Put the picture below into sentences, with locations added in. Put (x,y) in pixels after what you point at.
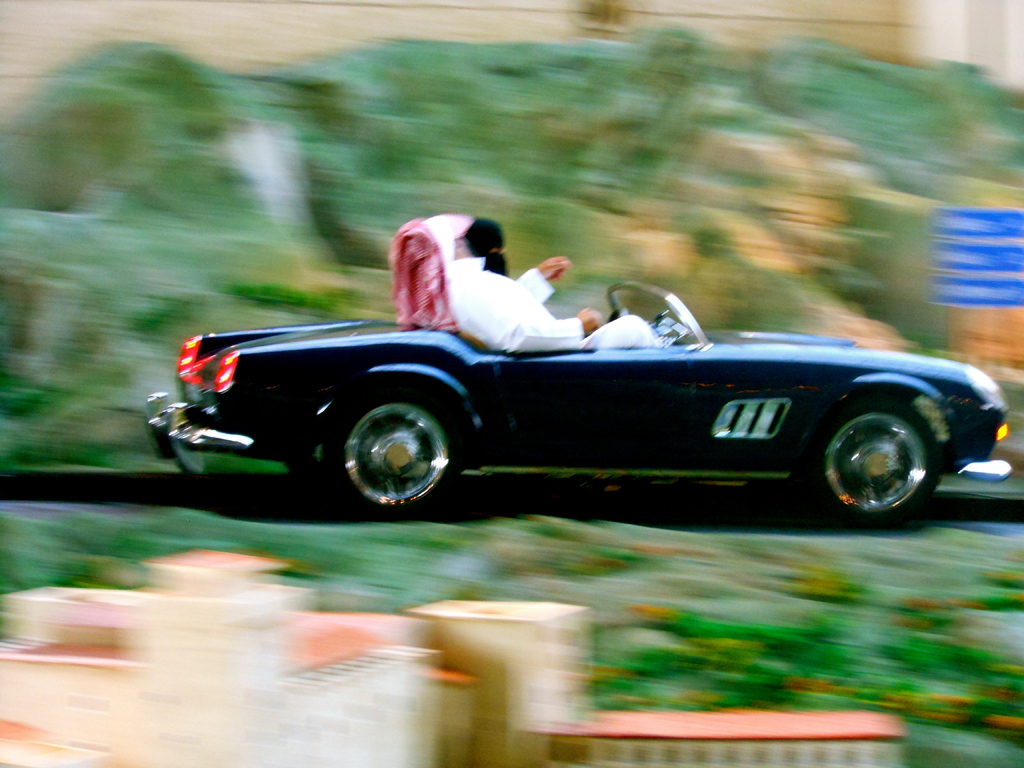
In this picture I can see couple of them (515,330) sitting in the car (575,416) and I can see buildings (403,664), trees (616,643) and few boards (965,251) with some text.
